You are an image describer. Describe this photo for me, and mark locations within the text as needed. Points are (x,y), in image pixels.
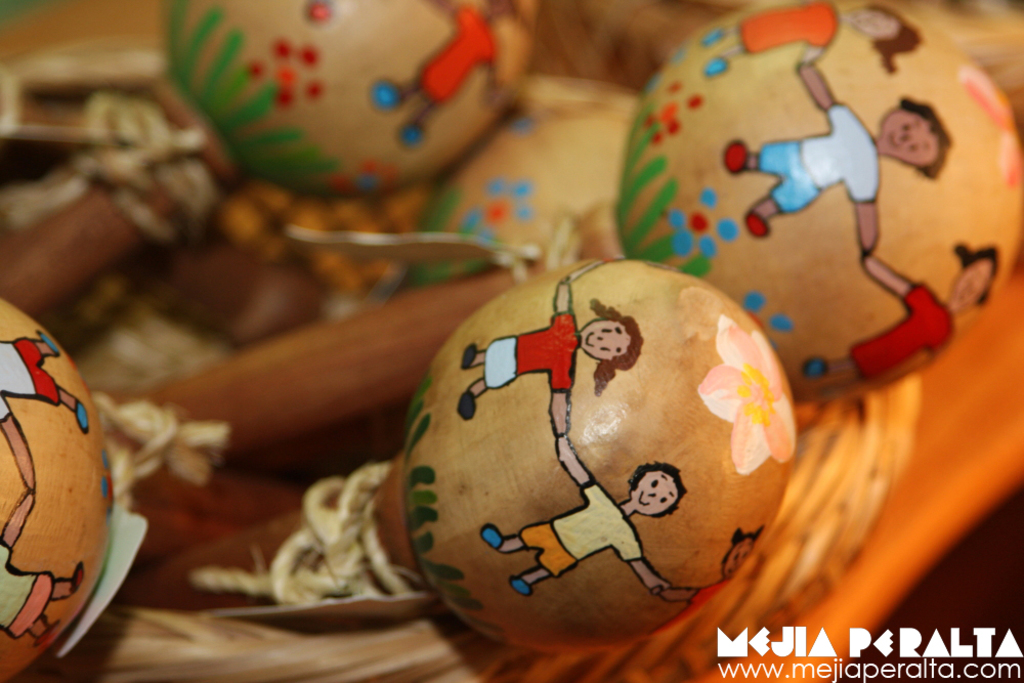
In this picture I can see maracas (705,332) with paintings (593,329) on it, in a basket (831,483), and there is blur background (1002,10) and there is a watermark (889,669) on the image.
